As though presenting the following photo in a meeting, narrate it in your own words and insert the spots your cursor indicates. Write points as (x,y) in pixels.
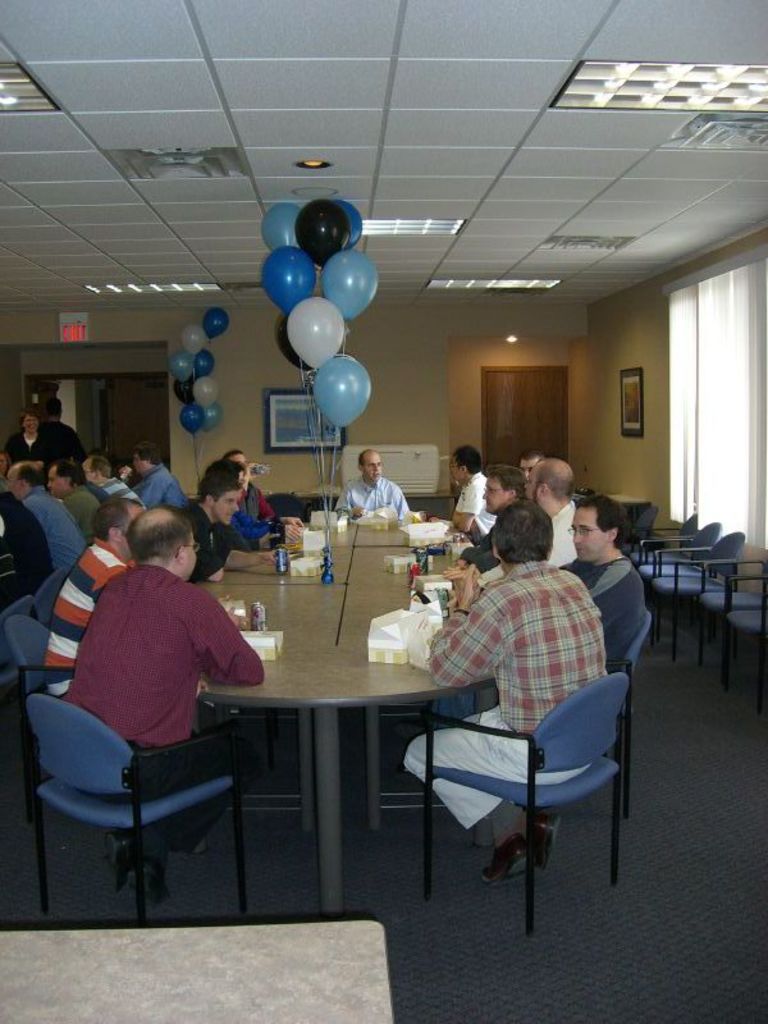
It is a conference room (397,455) there is a big table (332,680) on the table (308,688) there are some tissues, coke tins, balloons (312,206) and papers (423,535) around the table (294,697) there are few people (467,504) sitting and discussing behind the table (381,541) there is a wall (236,309), to the wall (298,383) there is a photo frame (310,421) in the right side (522,393) there is a door (516,420), behind the door (560,412) there is another photo frame (631,410) to the wall (634,442) to the right side of it there is a window (694,434) and curtains (685,511).
